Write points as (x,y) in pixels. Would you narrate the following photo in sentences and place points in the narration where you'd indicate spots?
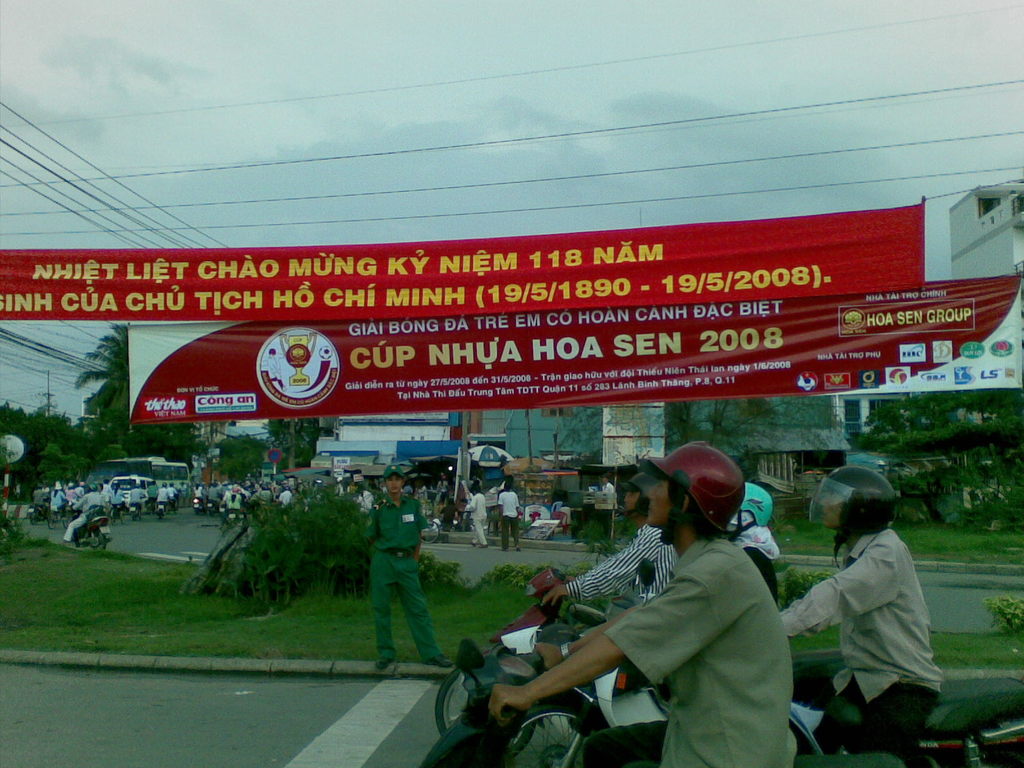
In this picture we can see bikes (468,698) on the road (331,702) with some people (107,495) sitting on it, banners (501,401), grass (62,605), trees (983,470), buildings (219,441), wires (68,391), some objects (451,506) and in the background (384,67) we can see the sky (423,65).
